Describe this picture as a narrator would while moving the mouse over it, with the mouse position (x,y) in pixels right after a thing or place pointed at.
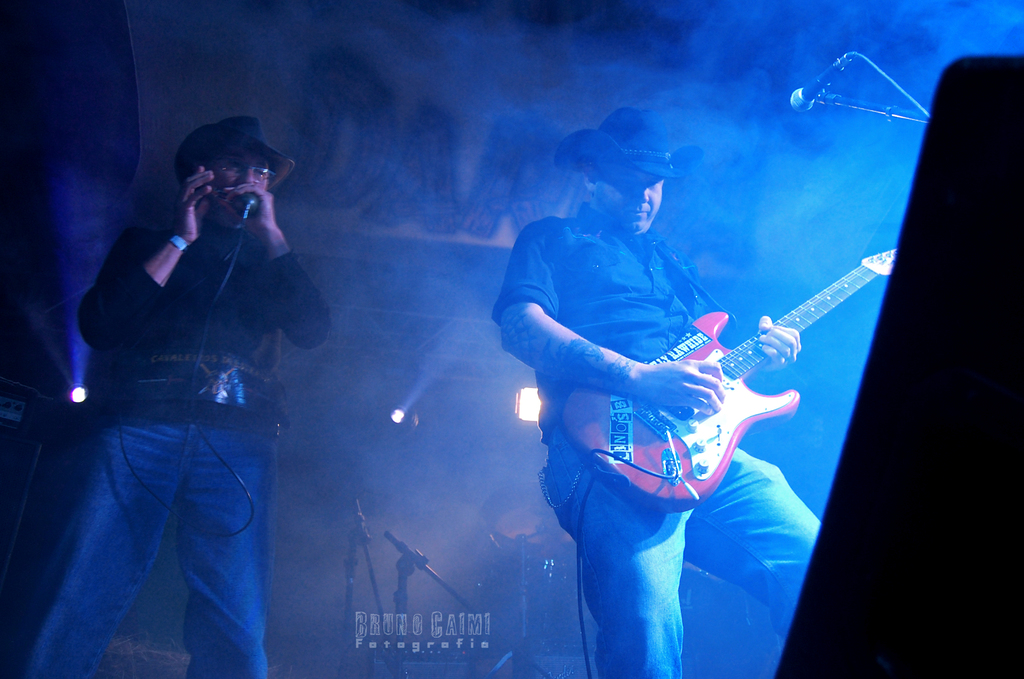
Image has two persons (671,599) standing. Person (772,336) at the right side (736,457) is holding a guitar (577,423) is wearing a hat (647,117). Person (271,317) at the left side (281,401) is holding a mike (259,202) is wearing a hat (244,128). At the right side (860,99) there is a mike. At the back side (541,406) there is light (534,420) and stands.
